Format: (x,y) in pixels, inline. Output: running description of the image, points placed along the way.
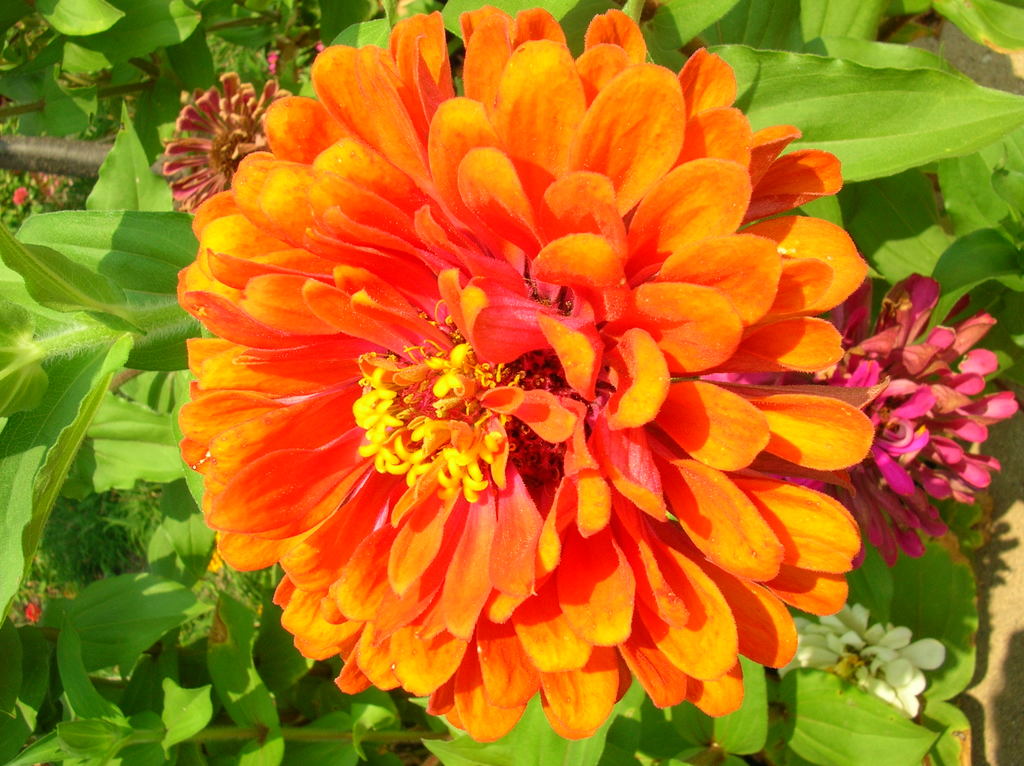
The picture consists of flowers (536,499) and plants (109,412). On the left (97,162) there is a black color object (31,146).
